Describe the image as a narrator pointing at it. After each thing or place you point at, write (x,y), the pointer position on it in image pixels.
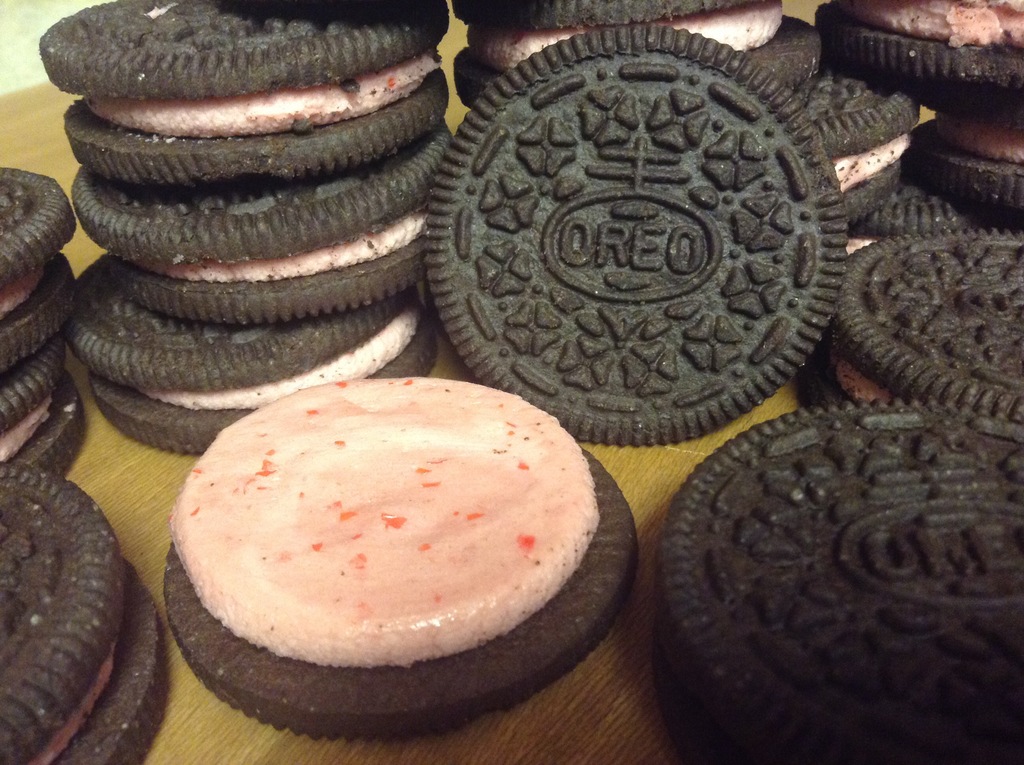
In this picture we can see a group of Oreo biscuits (696,315) placed on a platform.
